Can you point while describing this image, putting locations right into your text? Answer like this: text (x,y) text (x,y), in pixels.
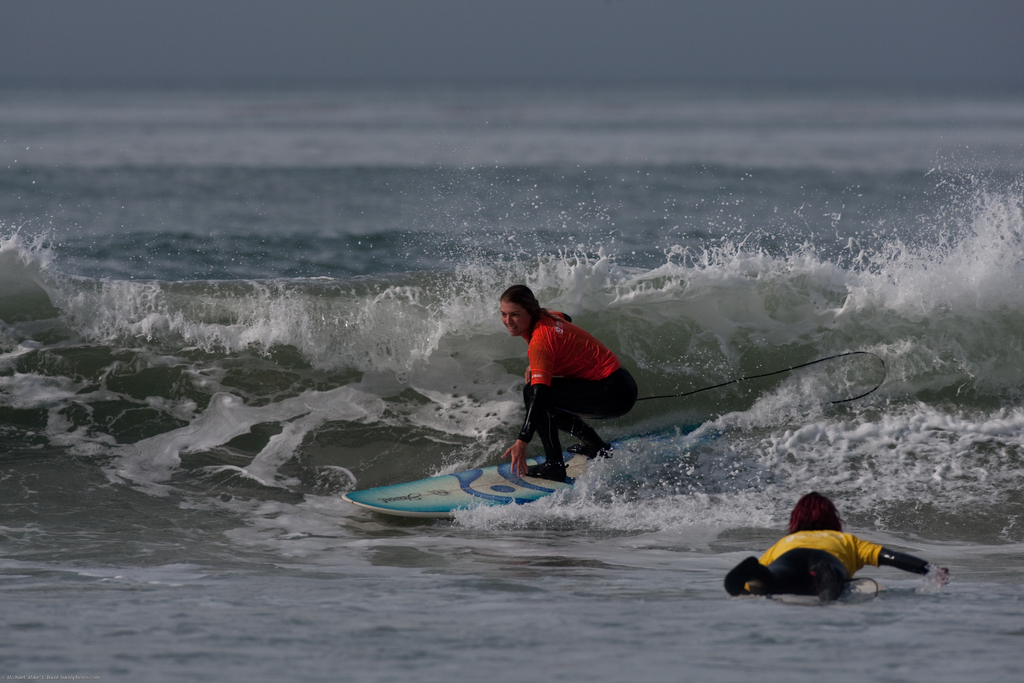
In this image there are two persons (854,548) surfing on a sea (115,428).
